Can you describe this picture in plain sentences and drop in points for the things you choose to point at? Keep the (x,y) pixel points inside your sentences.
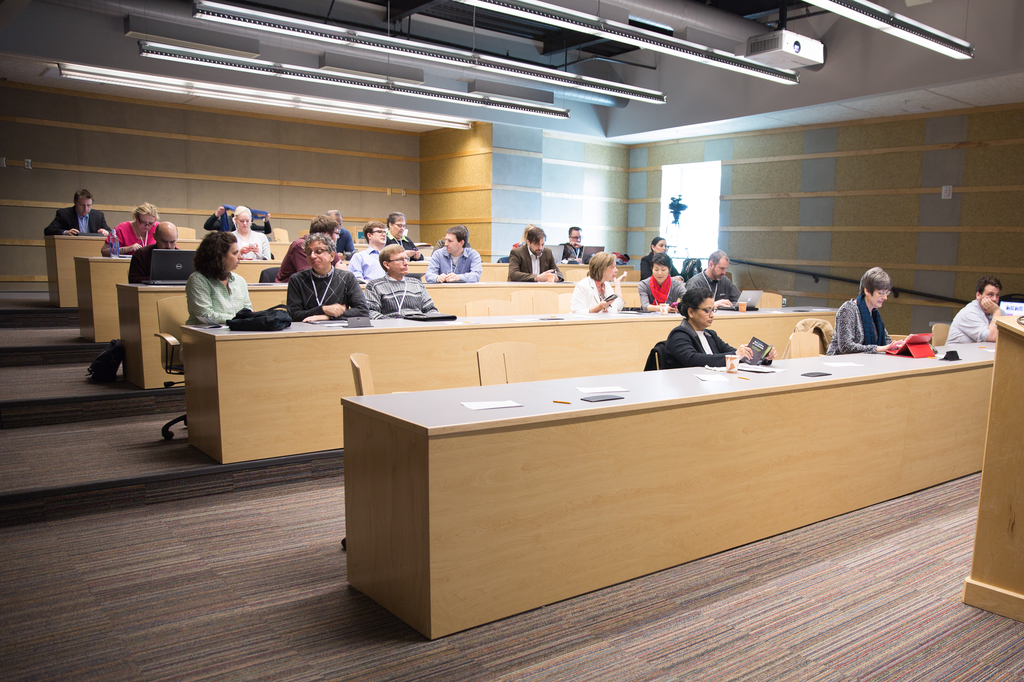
This image is taken in a room (789,226). In the room (648,474) there are some tables (218,358), chairs (504,353) and some people (681,346) are sitting on them. On the floor (187,520) there is a mat (780,612). In the right side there is a podium (1006,610). In the top (698,56) there are some lights (684,51).
